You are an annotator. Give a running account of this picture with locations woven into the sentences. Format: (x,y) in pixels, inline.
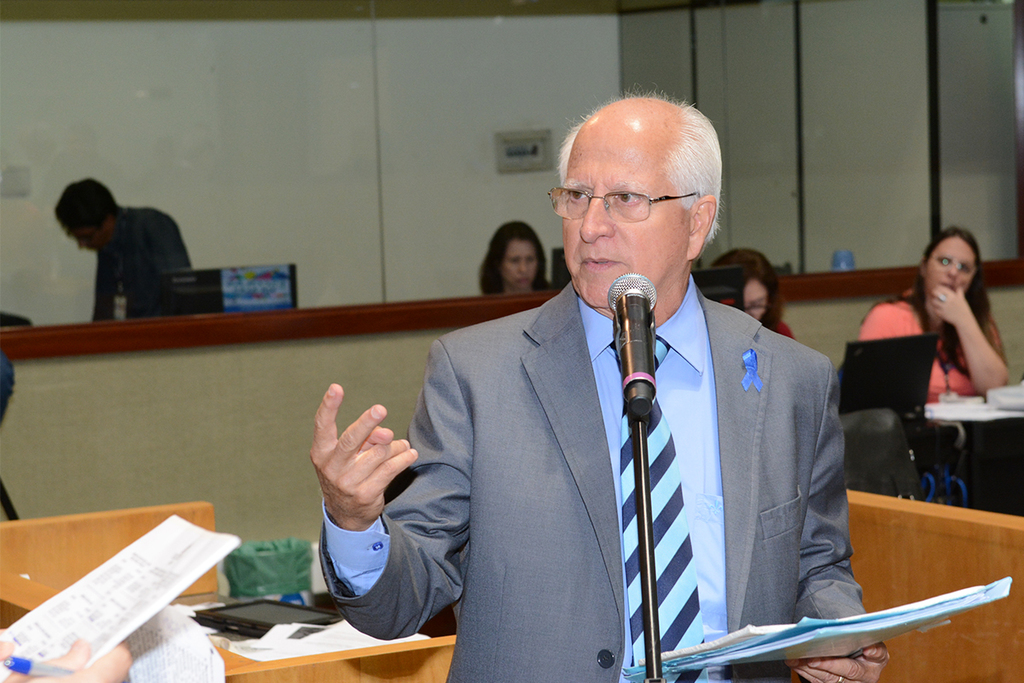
In the image we can see a man (669,429) standing, wearing clothes (715,424), spectacles (649,198), finger ring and the man (853,606) is holding a file (833,633) in hand (869,646). Here we can see a microphone (621,352) and behind him we can see there are other people (768,284) sitting and one is standing, they are wearing clothes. Here we can see electronic devices (912,371) and the wall (337,134).
